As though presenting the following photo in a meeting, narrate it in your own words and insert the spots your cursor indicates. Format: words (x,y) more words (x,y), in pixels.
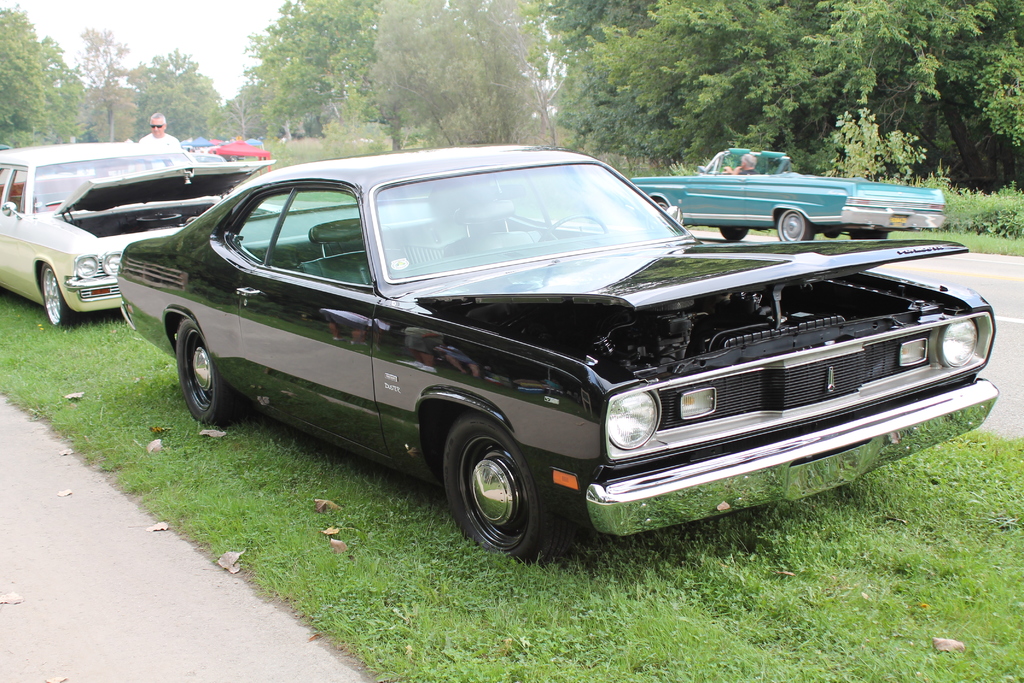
In this image we can see some cars (505,440) placed on the grass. We can also a person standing on the left side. On the backside (472,139) we can see a group of trees (700,144), plants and the sky (231,32).
